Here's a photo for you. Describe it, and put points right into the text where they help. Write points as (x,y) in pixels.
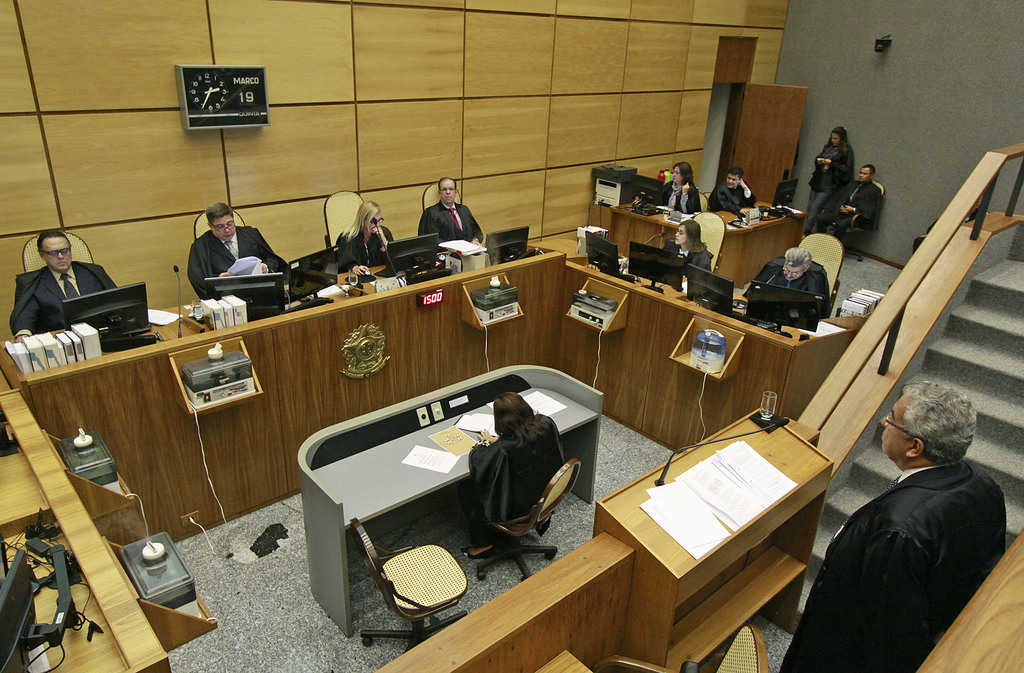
In this image we can see people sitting on the chairs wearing black coat (858,582). We can see monitors (272,298), books (228,309), mics (178,280) and papers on the table (714,565). In the background (292,108) we can see clock (252,107) on the wooden wall (174,144).
